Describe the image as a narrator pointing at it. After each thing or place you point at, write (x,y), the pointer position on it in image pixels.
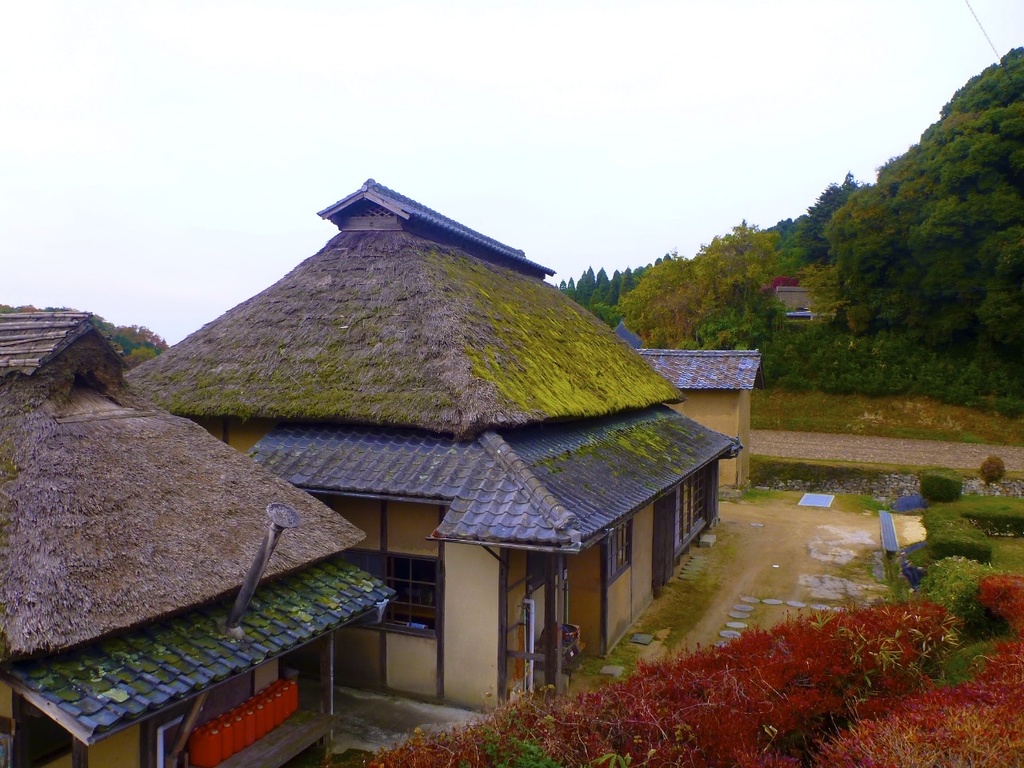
In this picture there are buildings (558,391) and trees (952,150). In the foreground (106,585) there are plants (950,615) and there are roof tiles (389,444) and there is grass (68,508) on the top of the buildings (408,386). At the bottom left (260,708) there are bottles (266,725). At the top (493,80) there is sky (525,56). At the bottom (747,539) there is ground (747,552) and there is grass (1004,502).
